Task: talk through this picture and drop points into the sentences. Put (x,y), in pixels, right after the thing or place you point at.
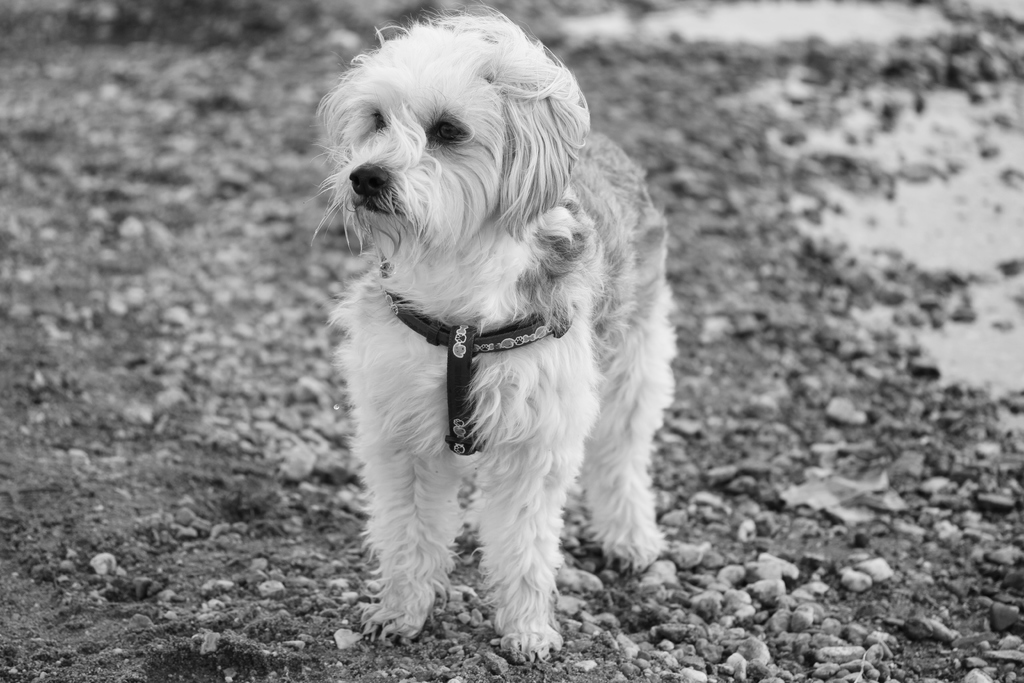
In this picture I can see a dog (524,435) is standing on the ground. The dog (517,401) is wearing a dog collar belt (466,369). In the background (111,61) I can see stones (695,338) on the ground (678,302). This picture is black and white in color.
